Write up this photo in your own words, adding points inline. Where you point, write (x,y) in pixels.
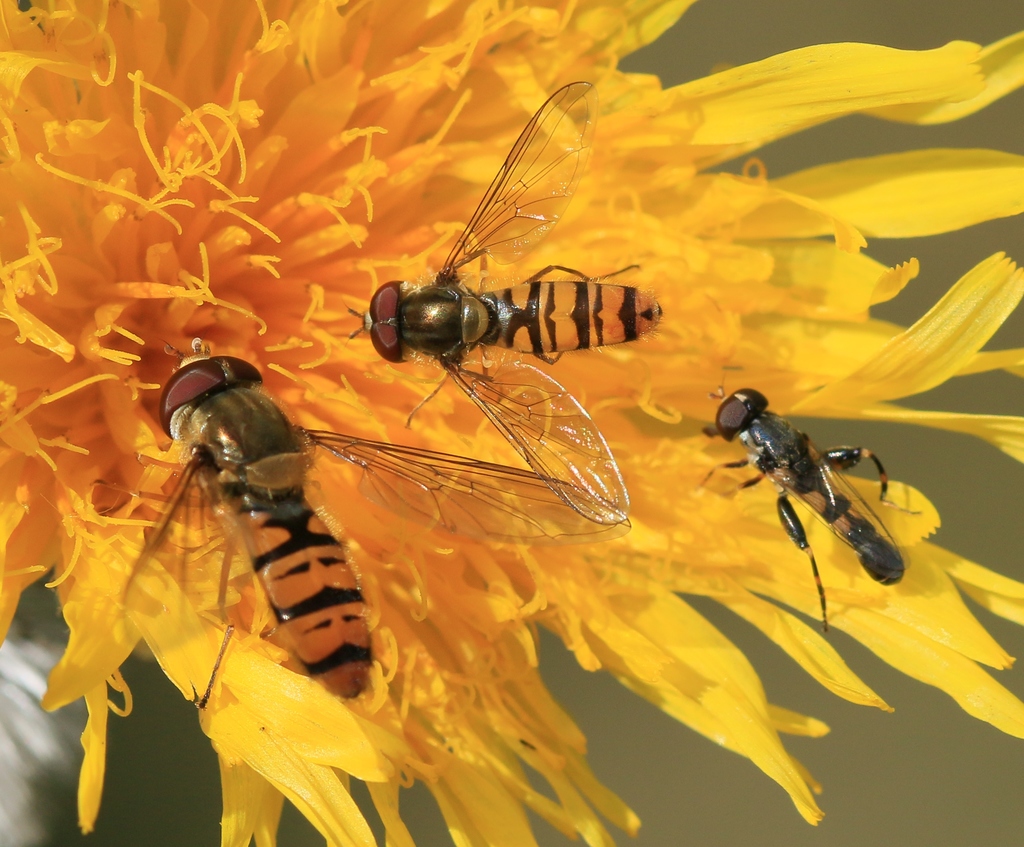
In the image I can see three flies (215,667) on the flower (481,455) which is in yellow color.
